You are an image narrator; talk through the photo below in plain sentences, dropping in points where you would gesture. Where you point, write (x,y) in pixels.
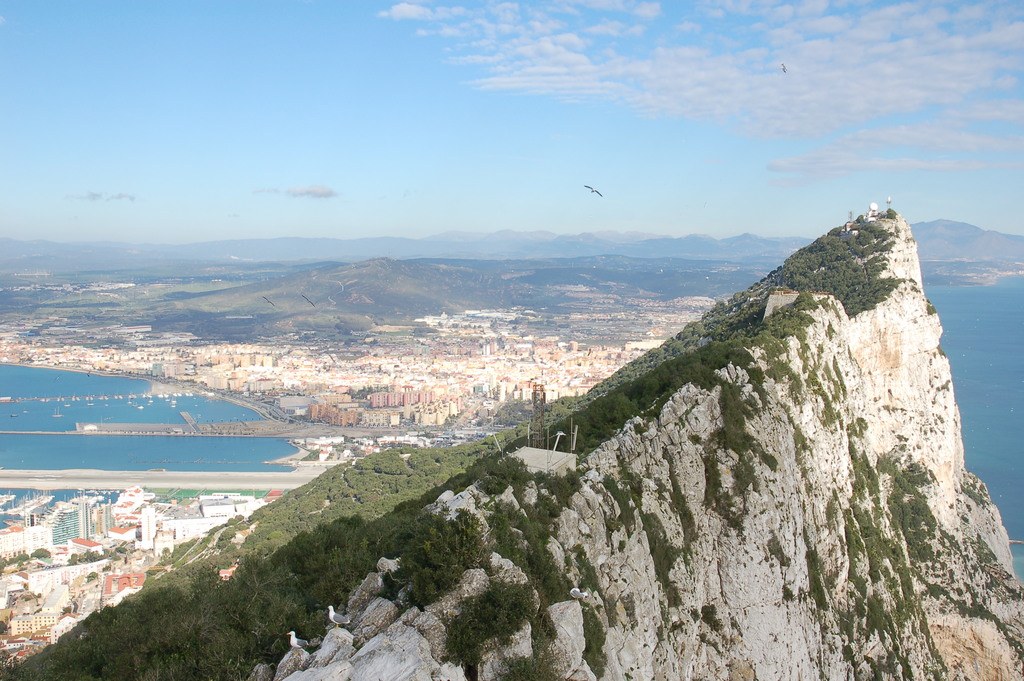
In this image we can see hills (611,254), trees (615,413), buildings (448,396), sea (195,417), birds (785,70) flying in the air (772,135) and sky (610,65) with clouds (705,65).
